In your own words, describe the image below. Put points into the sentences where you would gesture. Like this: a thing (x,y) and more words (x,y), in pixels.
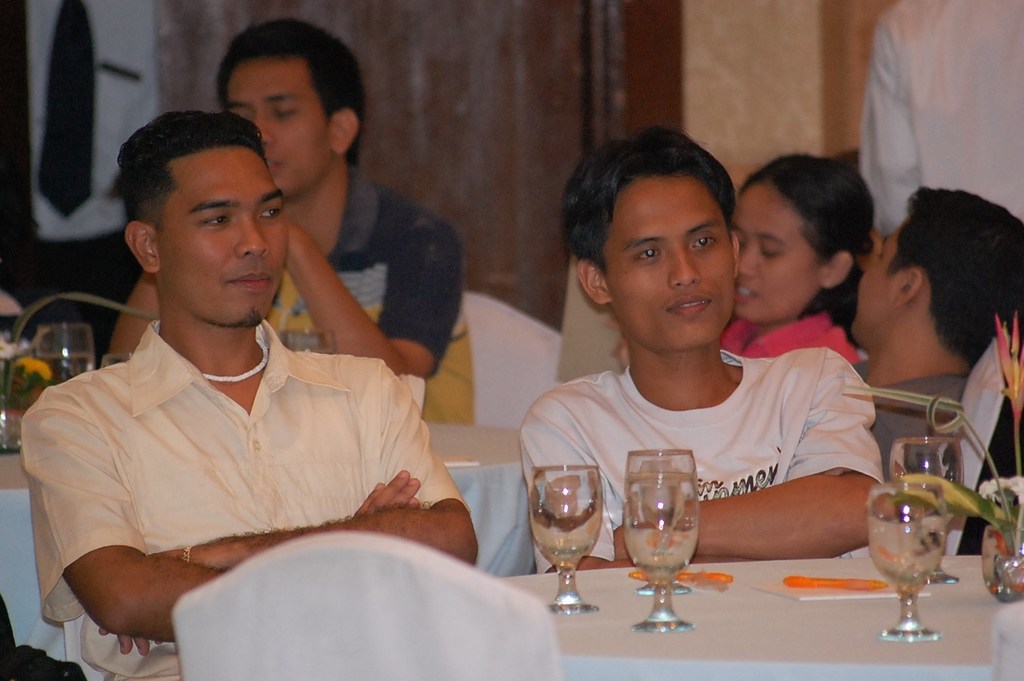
In this image I can see persons (381,233) visible in front of the table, on the table (973,571) I can see glasses (927,475) contain water (898,552) and I can see a leaf (957,507) visible in the glass (992,535) on the right side (994,509).
